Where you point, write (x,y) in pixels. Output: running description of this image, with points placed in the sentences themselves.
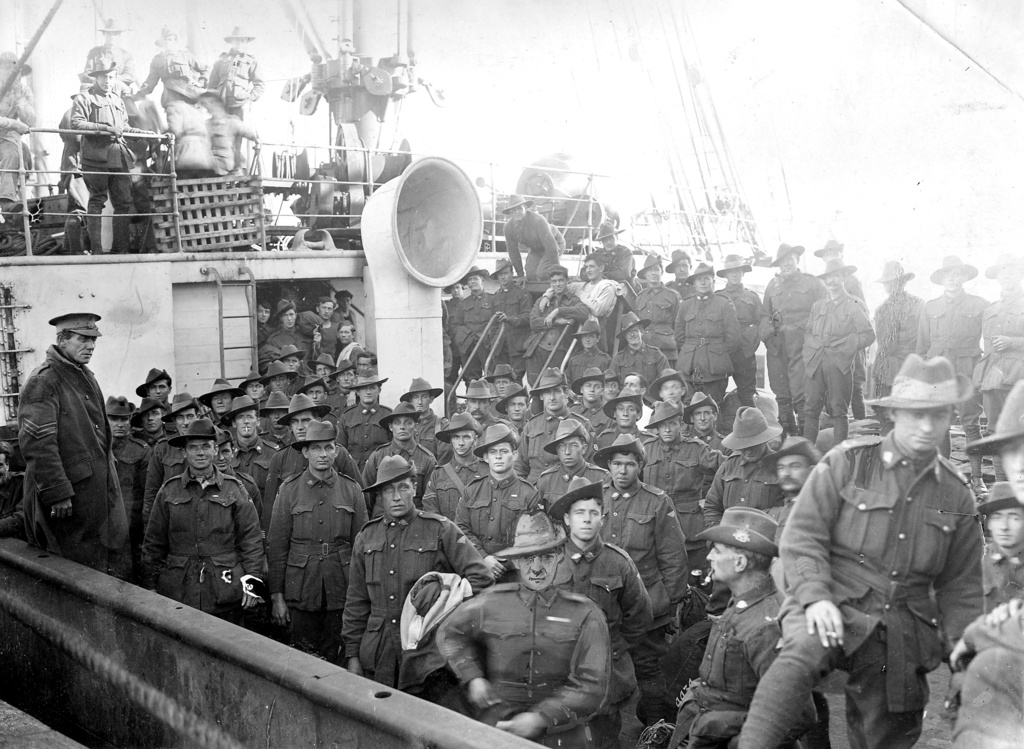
This is a black and white picture, in this image we can see a group of people (471,627), also we can see the wall (79,300), grille (216,223) and some other objects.
